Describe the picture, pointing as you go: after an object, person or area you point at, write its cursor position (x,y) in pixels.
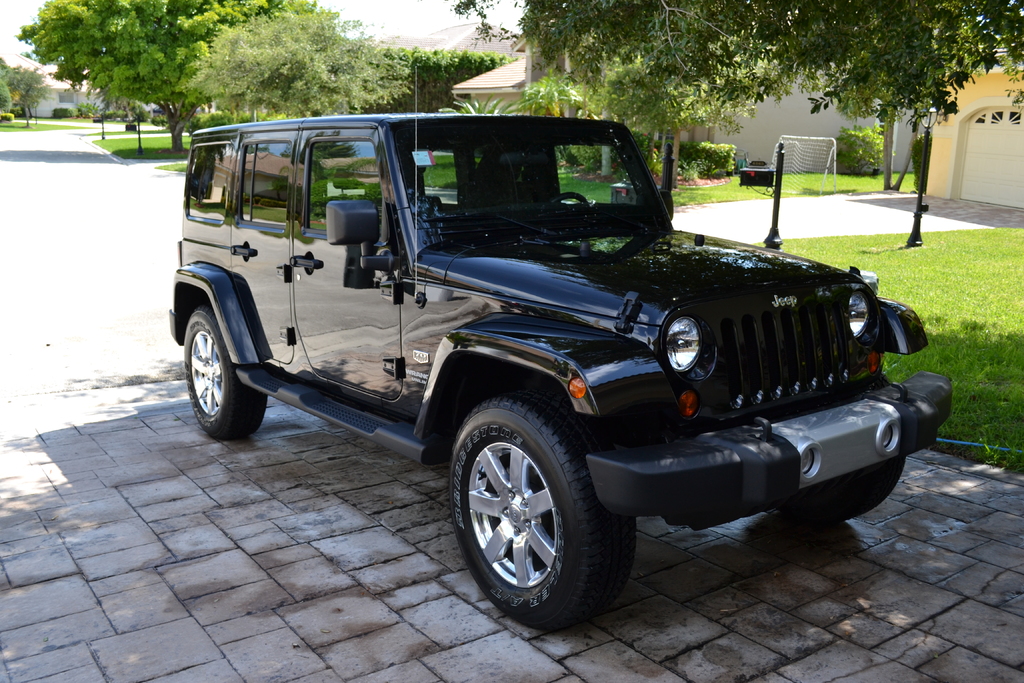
In the image we can see there is a vehicle (329,400). These are the headlights (701,365) of the vehicle (886,333). We can even see grass (893,291), net (799,136), there are house (835,134), trees (286,49) and the sky (24,17).
